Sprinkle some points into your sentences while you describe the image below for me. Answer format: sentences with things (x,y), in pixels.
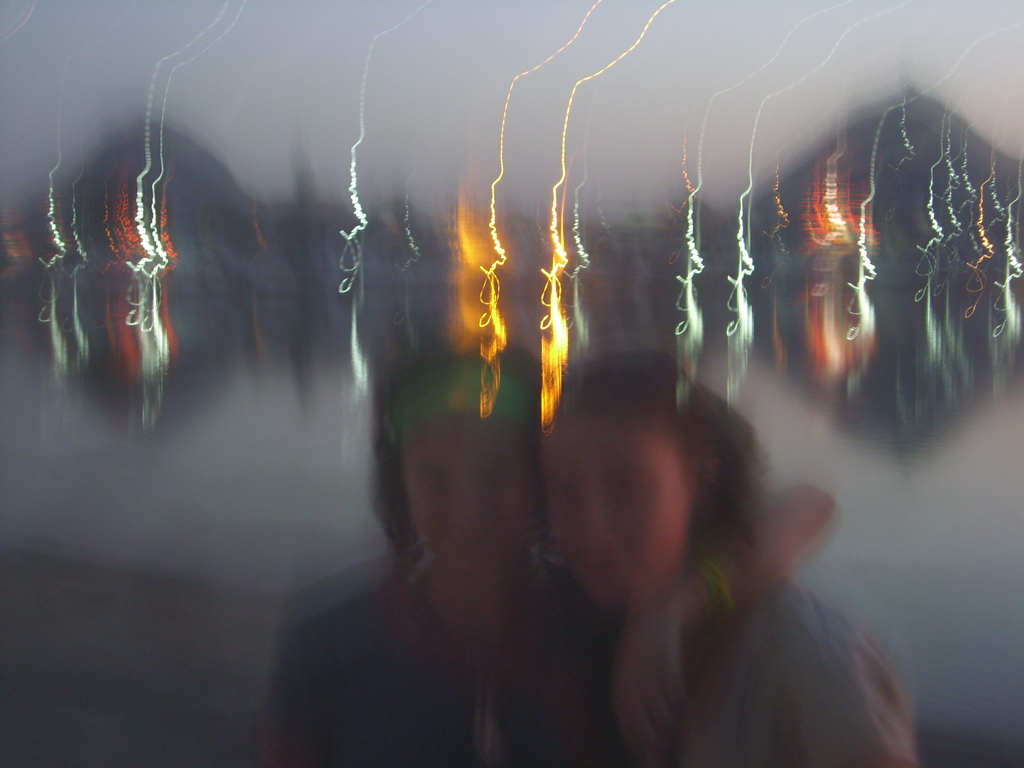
It is a blur picture. In the image in the center (460,493) we can see two persons (545,635). In the background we can see the lights (480,264).
